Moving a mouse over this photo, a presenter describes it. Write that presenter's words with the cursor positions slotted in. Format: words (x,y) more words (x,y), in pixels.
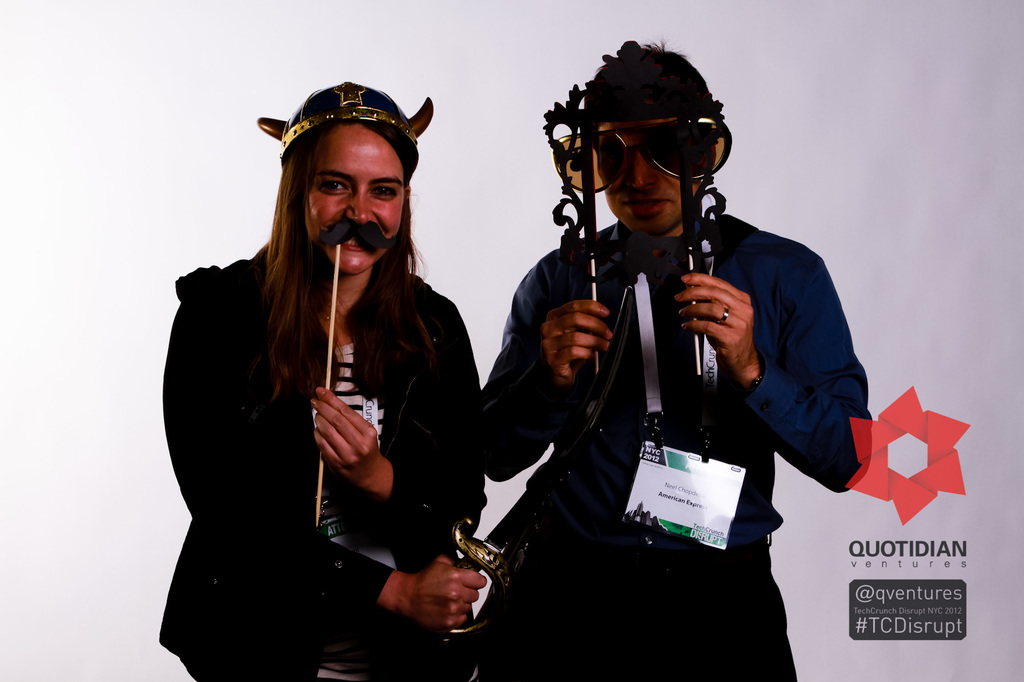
In this picture we can see two people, they are holding sticks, one person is wearing an id card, goggles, another person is wearing a head wear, holding a sword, here we can see a logo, symbols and some text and in the background (929,287) we can see it is white color.
